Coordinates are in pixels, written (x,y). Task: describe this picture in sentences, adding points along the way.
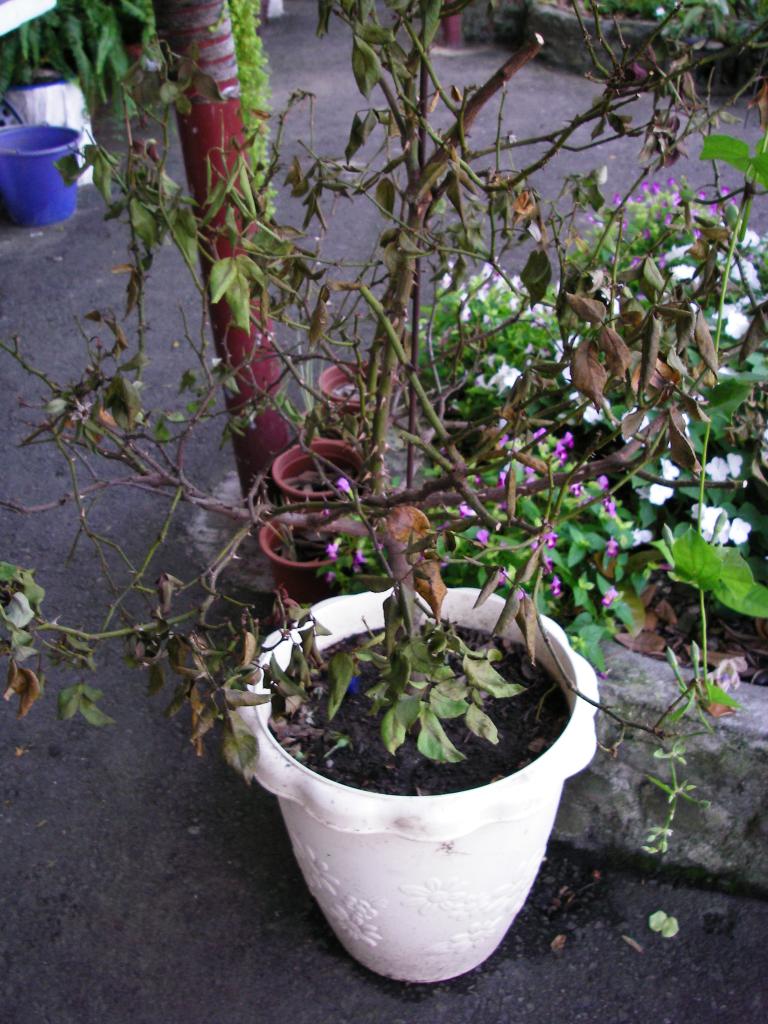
In this image there are some plants (534,493) with some flowers (585,415) on the right side of this image (590,434), and there is a bucket (50,146) on the top left corner of this image (52,132) and there is a paved ground (149,771) in the background (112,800).
